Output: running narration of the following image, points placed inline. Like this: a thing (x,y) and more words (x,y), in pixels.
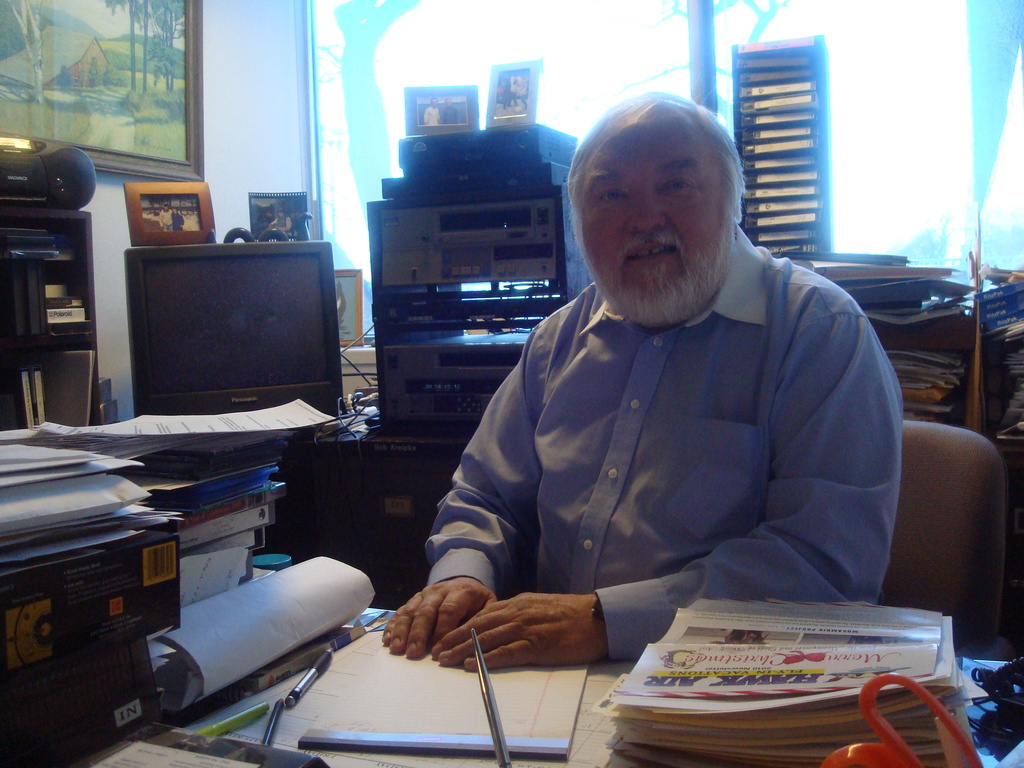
The image is inside the room (472,582). In the image there is a man (872,495) sitting on chair (909,459) in front of a table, on table (604,687) we can see a news paper (711,672), book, pen (312,678), papers (298,621). On left side (271,377) we can also television (242,323), photo frames (177,237), radio (77,192), wall (105,193), photo frame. In background (295,124) there is a glass door (327,112) which is closed.
